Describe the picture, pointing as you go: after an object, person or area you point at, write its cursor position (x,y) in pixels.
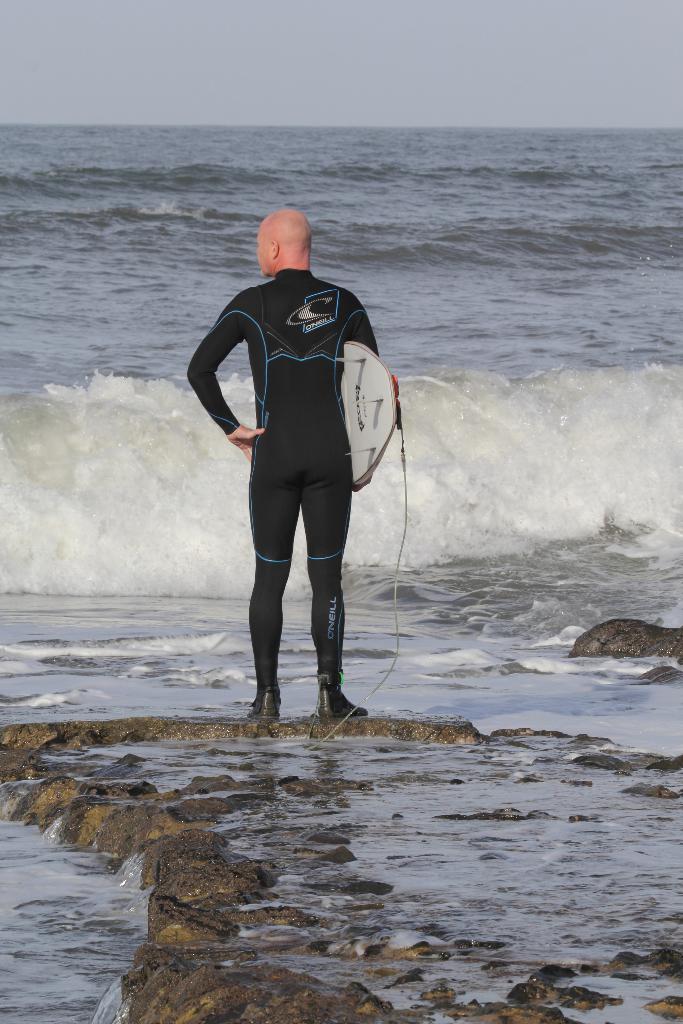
In the center of the image (320,383), we can see a person (222,331) standing and holding a board (374,405). In the background (344,243), there is water (372,232) and at the bottom (236,752), there are rocks (284,919). At the top (150,76), there is sky (198,62).
